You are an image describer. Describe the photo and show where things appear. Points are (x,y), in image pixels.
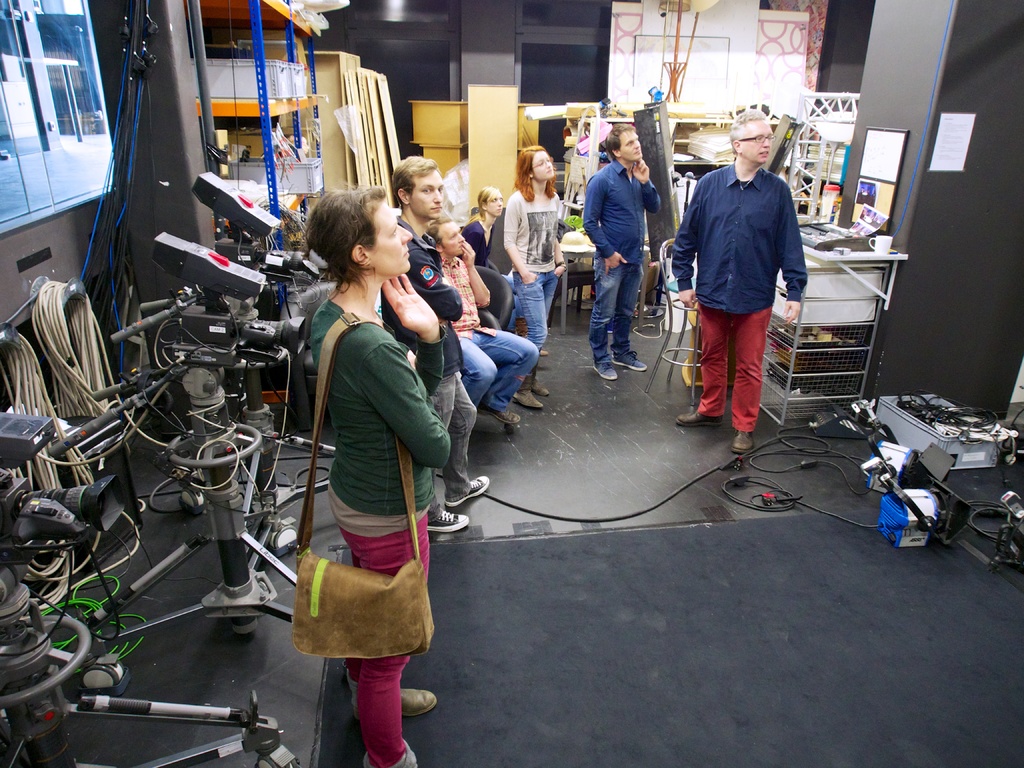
In this picture there are group of people (413,401) standing and there are machines (57,698), devices (159,325), objects (85,480) and there are boxes (815,308) in the shelf (275,97) and there are tables (859,261). On the left side of the image (82,108) there is a window (62,107). At the bottom (435,632) there is a floor (578,306) and there is a mat (652,663).
